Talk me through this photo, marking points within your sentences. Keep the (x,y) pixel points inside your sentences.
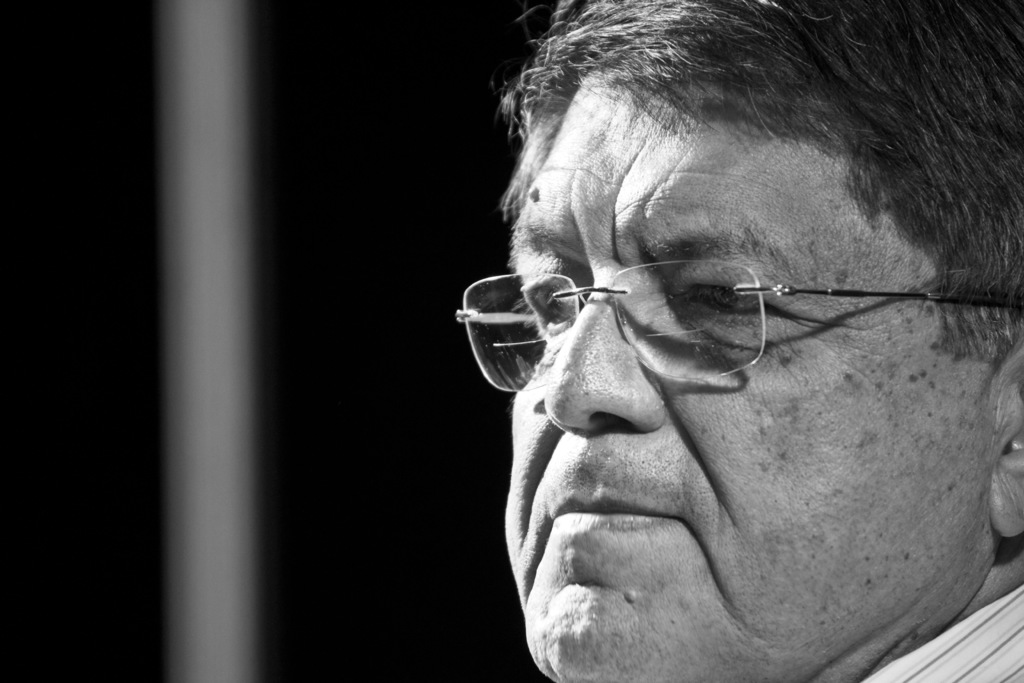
There is a black and white image. In this image, there is person's face (664,553) on black background (394,349).
